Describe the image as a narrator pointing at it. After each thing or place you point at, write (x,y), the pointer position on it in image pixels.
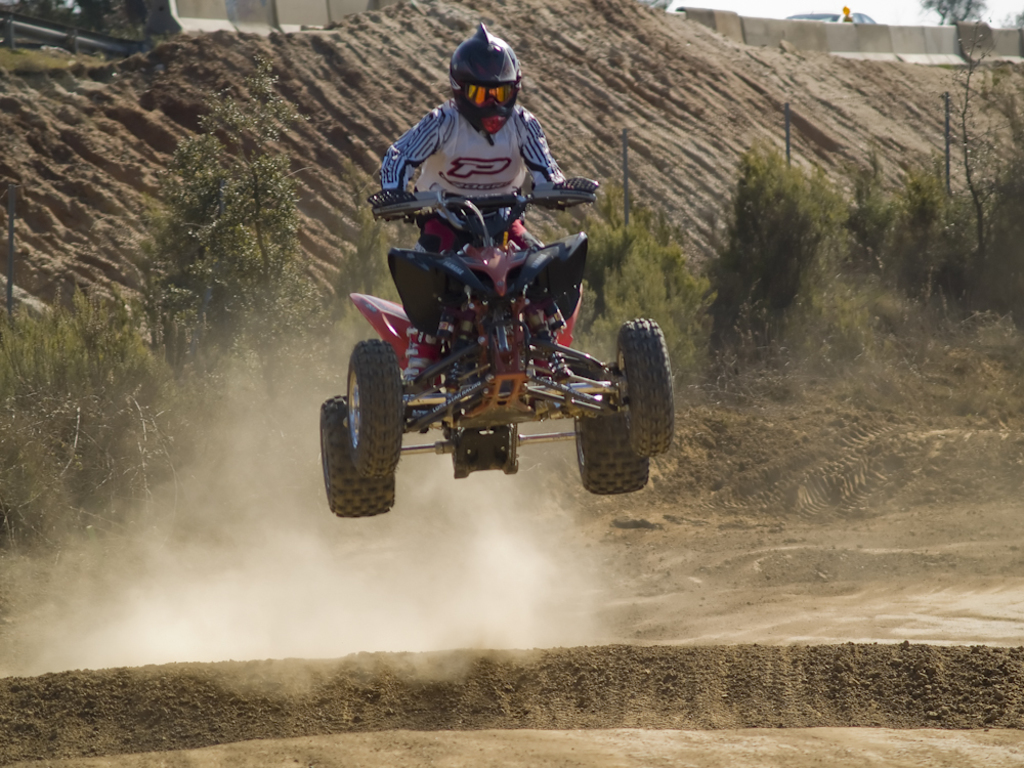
In this picture I can see a person (462,130) is sitting on the vehicle (485,351). The person (495,167) is wearing a helmet (491,111). In the background (291,439) I can see dust (428,477) and trees (279,264). On the right side (880,50) I can see poles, wall (883,50) and the sky (900,13).
